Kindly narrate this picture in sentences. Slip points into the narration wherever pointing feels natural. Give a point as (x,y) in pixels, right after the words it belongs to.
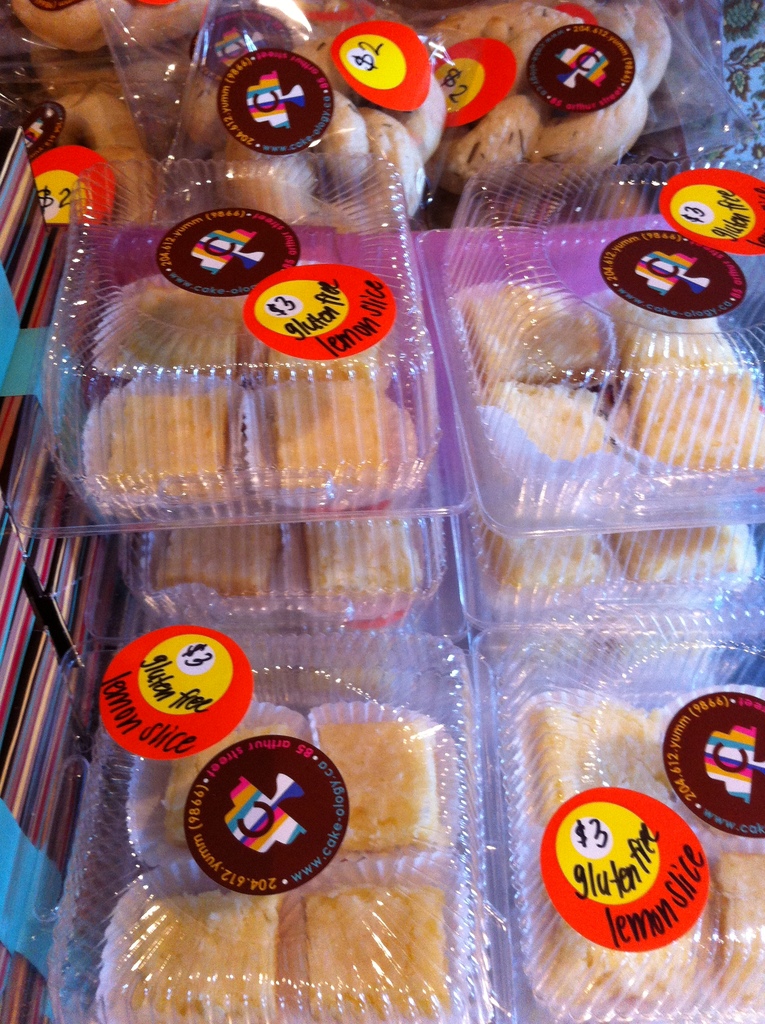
In this image, we can see snacks (390,788) in the boxes (347,649) and there are some stickers (238,778) pasted on the boxes (234,614).
